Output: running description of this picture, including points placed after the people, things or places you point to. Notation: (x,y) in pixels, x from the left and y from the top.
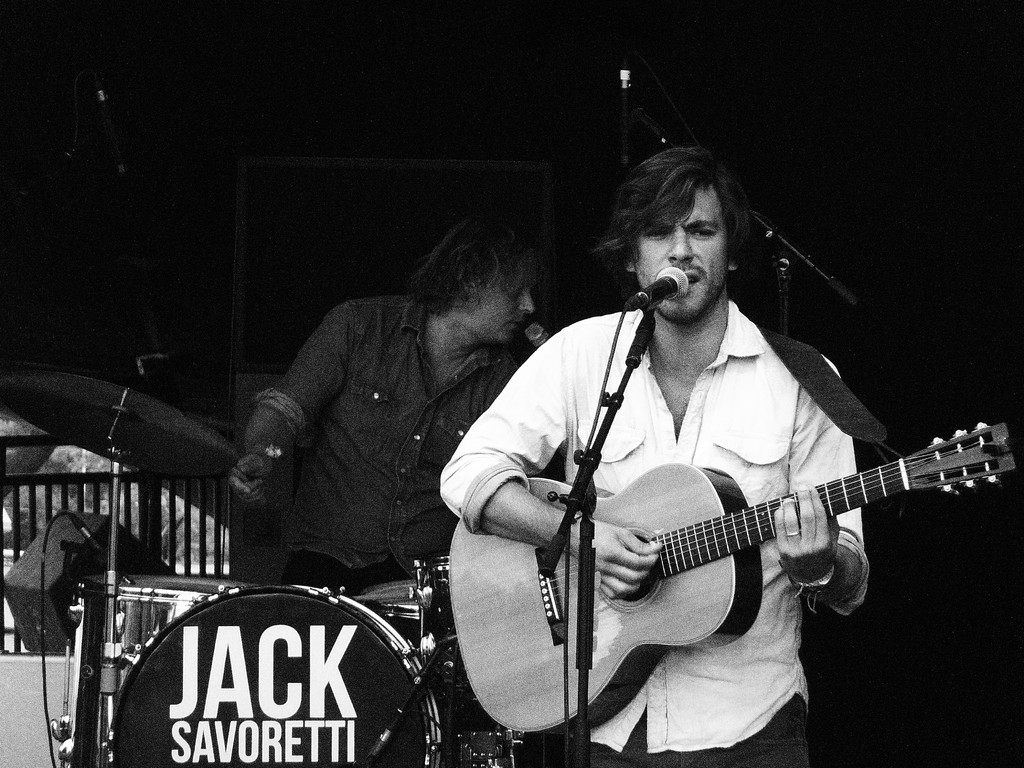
In this image, In the right side (760,340) there is a man (604,414) standing and holding a music instrument (737,564) and there is a microphone (661,298) which is in black color and the man (680,308) is singing in the microphone (670,289) in the middle (384,469) there is a man (408,437) sitting on the chair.
